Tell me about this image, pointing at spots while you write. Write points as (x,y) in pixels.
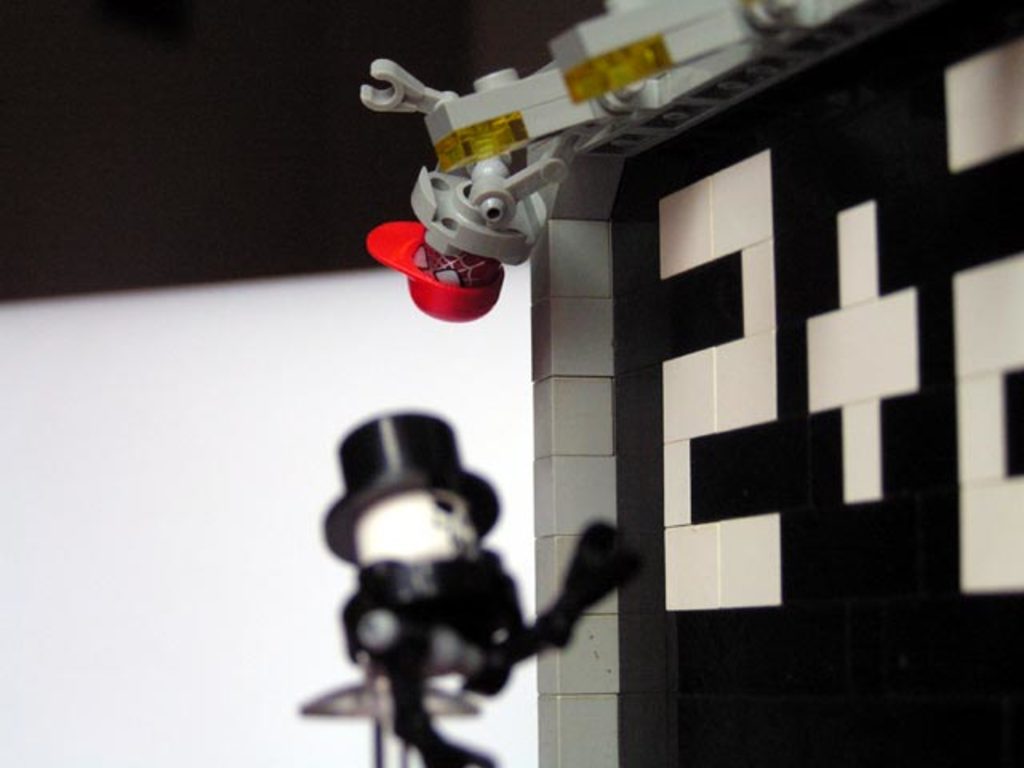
Here in this picture we can see toys (389,459) present here and there, that are built with the blocks (816,88) present over there.
